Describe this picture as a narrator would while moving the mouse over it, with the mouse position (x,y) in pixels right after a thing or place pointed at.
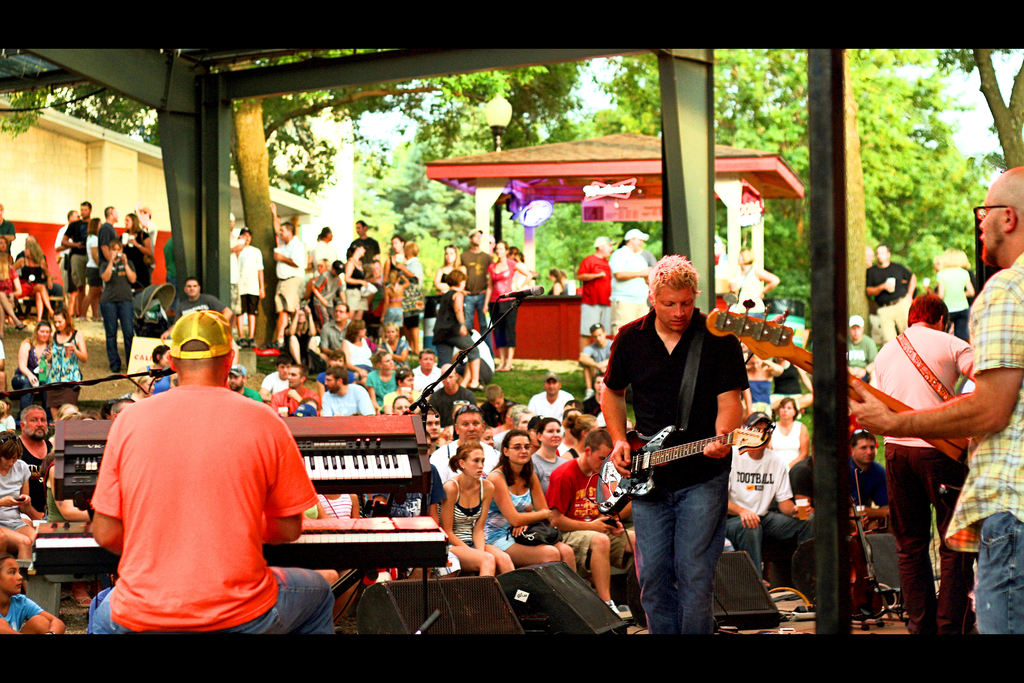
In this picture we can see a crowd of people (550,398) and in front we can see four persons (285,472) playing musical instruments (894,404) such as guitar (674,452), piano (354,461) and here we have speakers (483,590) and in the background (405,114) we can see shade (589,145), light (502,130), tree (571,120).
